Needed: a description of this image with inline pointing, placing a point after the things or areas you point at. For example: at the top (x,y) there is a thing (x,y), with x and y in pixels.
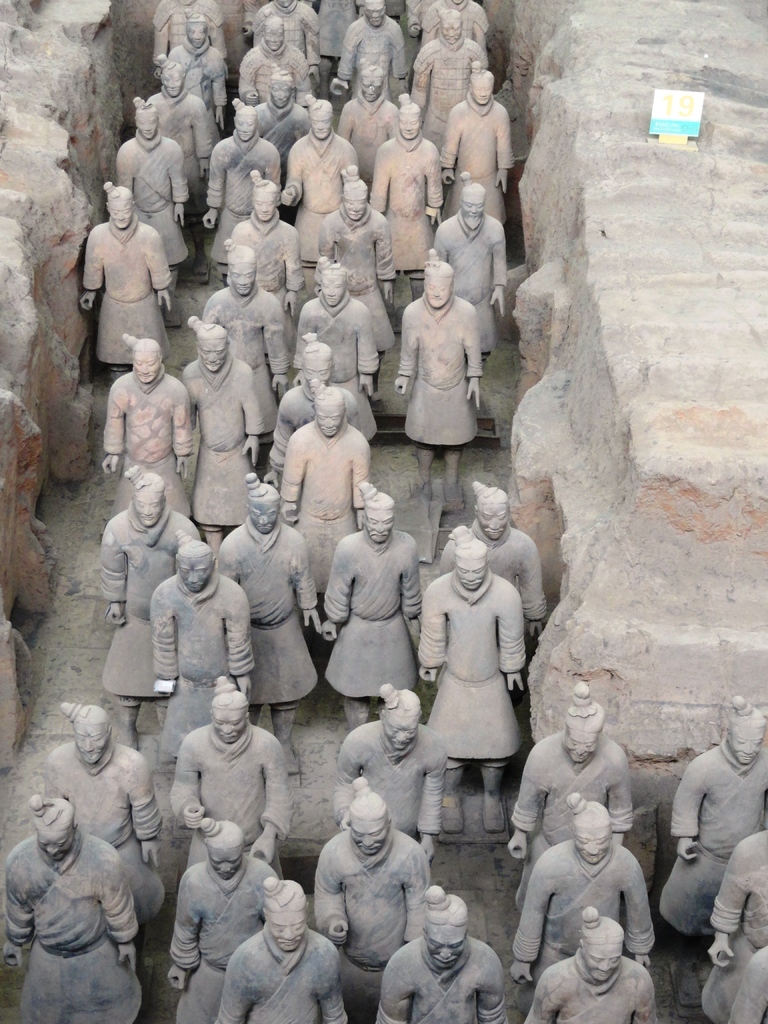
There are some statues (319,68) representing in this picture.
